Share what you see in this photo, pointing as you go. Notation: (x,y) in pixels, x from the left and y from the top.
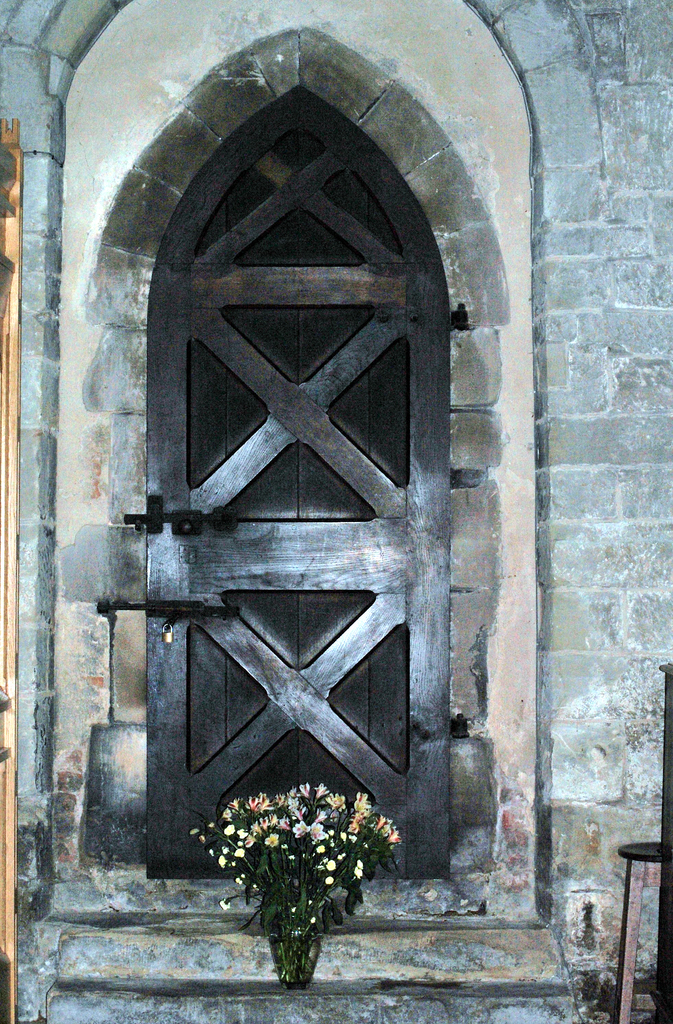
In this image there is a wooden door (303,395), in front of the door (303,643) there is a flower bouquet (272,876).
